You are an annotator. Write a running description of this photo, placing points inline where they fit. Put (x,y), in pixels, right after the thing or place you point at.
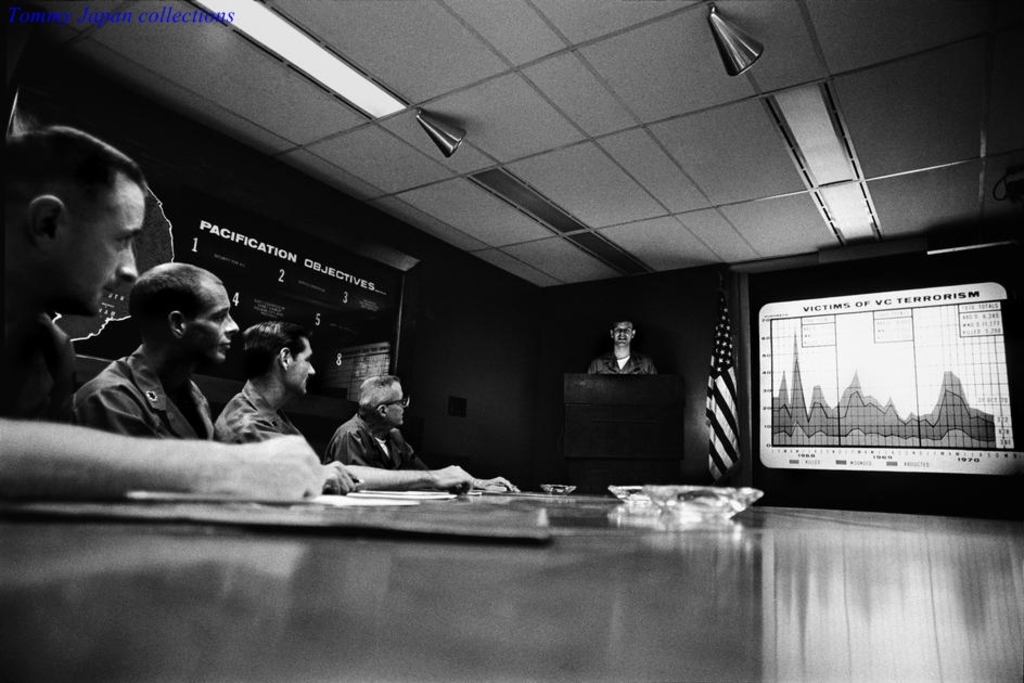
In this picture we can see the view of the meeting hall (183,496). In the front (104,400) we can see some soldiers (297,385) sitting and watching to the projector screen (996,388). Behind there is a man (636,372) at the speech desk (623,435) and explaining something. In the background (725,461) there is american flag (717,451). On the top ceiling (673,160) there are some lights (830,185).
